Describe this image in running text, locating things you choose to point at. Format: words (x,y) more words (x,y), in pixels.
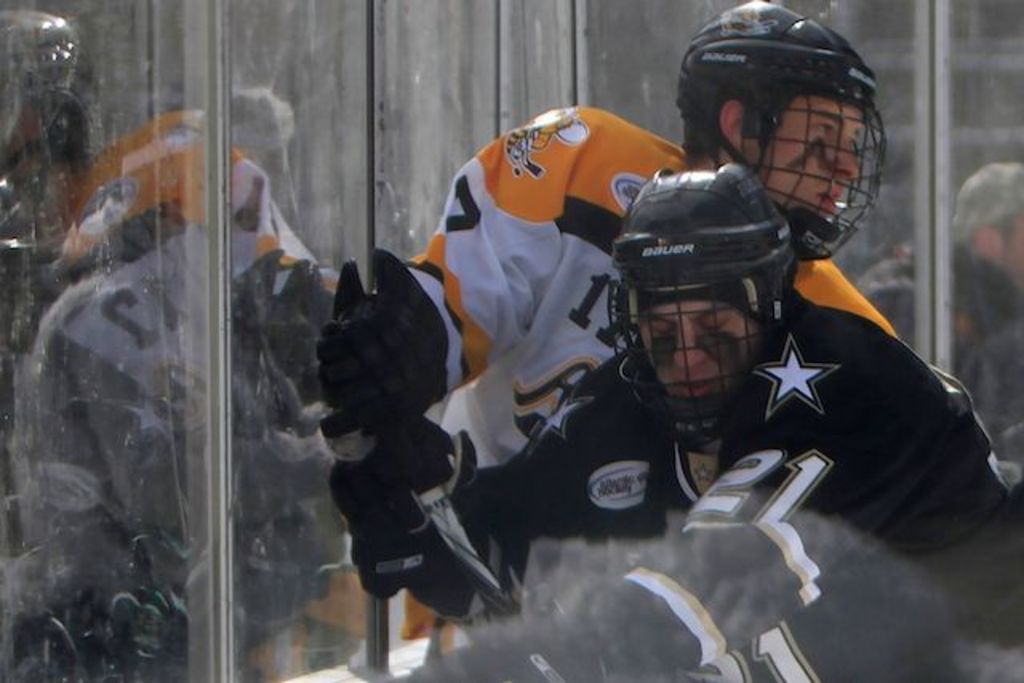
In this image we can see men (646,378) wearing gloves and helmets (639,253).
